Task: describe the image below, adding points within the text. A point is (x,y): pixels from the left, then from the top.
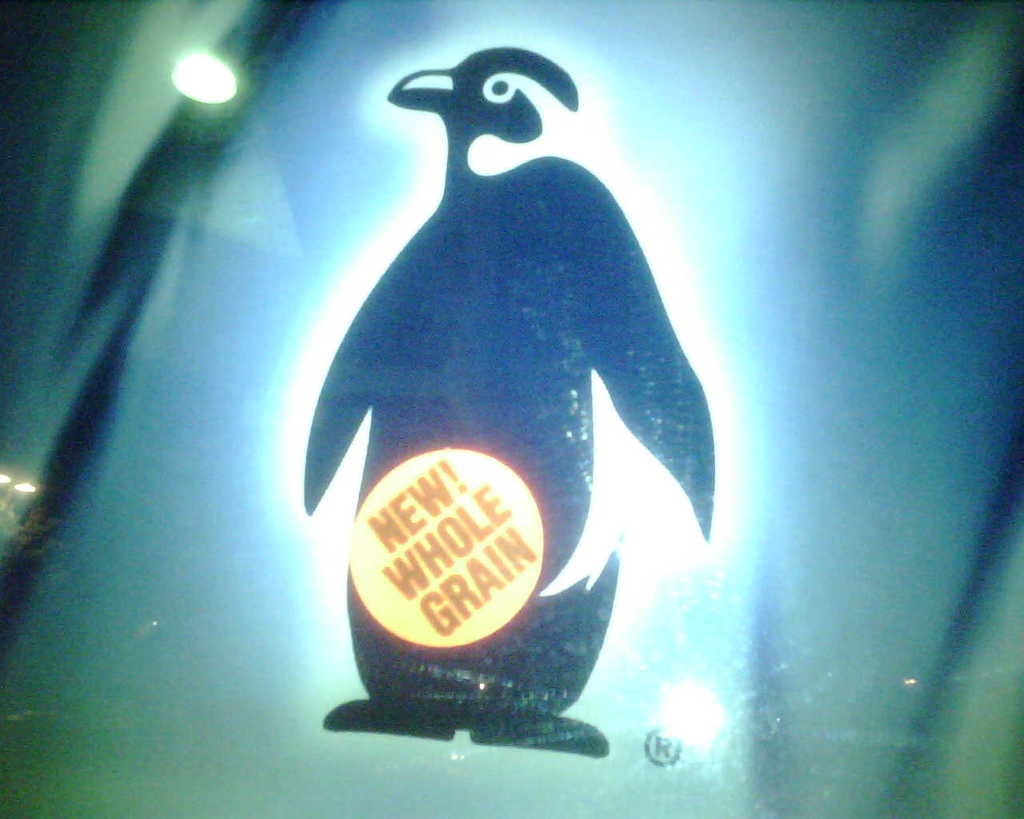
In this image I can see a glass (466,216) and there is a picture (488,231) of a penguin (492,320) and some text (506,524) on it. On the glass (186,218), I can see the reflection (201,89) of a light (219,79).
